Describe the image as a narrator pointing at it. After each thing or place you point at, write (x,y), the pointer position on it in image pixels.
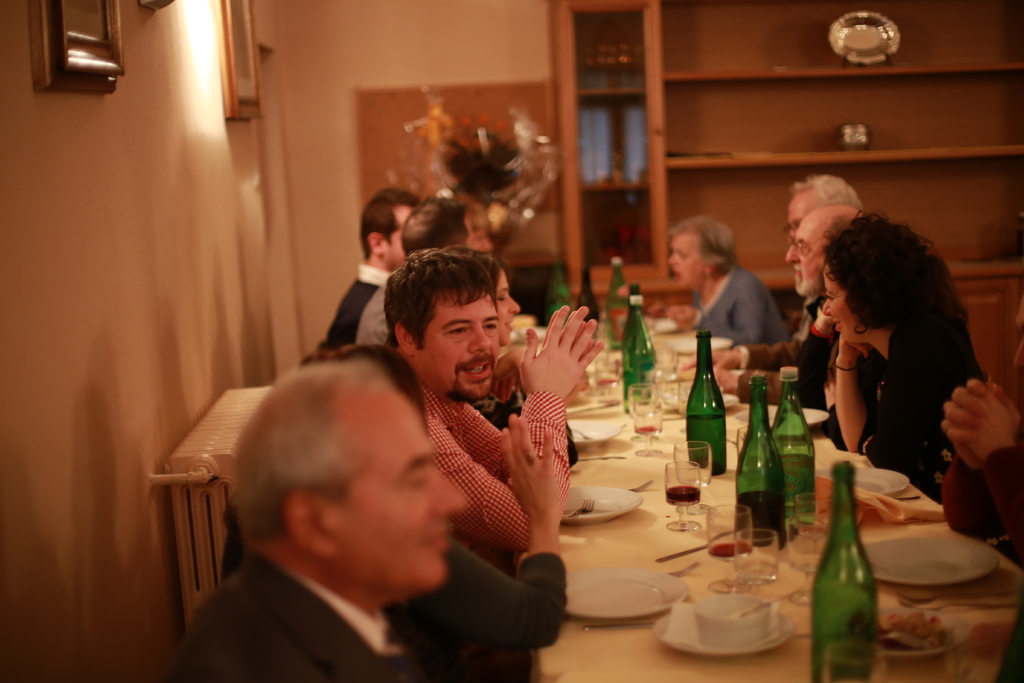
This is a picture taken in a room (765,246), there are a group of people (790,340) sitting on a chair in front of these people (344,487) there is a table (617,643) on the table (611,654) there are plate (614,608), cup (737,632), glasses (676,445), spoon (685,571) and bottles (692,412). Background of these people (465,386) is a wall (338,83) with photo frames (246,55).
